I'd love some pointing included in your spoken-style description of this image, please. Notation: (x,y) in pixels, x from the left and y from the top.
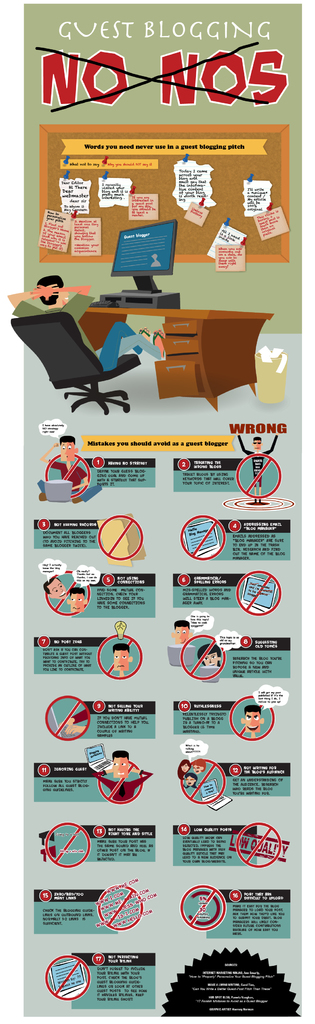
In this picture we can see a poster (141,171), in this poster (152,496) we can see people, monitor (152,283) on the table (235,339), caution symbols (255,614) and some information (144,207).
